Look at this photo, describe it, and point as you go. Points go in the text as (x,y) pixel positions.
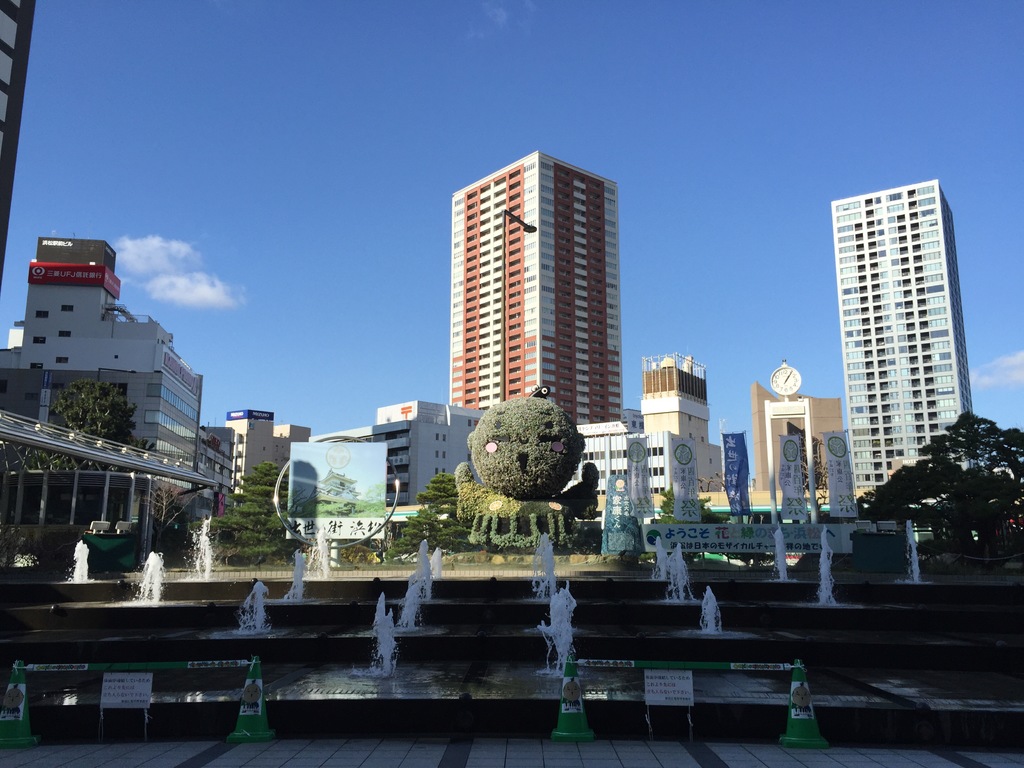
In this image we can see few buildings (230,420), trees (250,526), plants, there are some water fountains (250,607), traffic cones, flags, banners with some text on it, there are some placards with some text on it, also we can see the sky (691,274).
